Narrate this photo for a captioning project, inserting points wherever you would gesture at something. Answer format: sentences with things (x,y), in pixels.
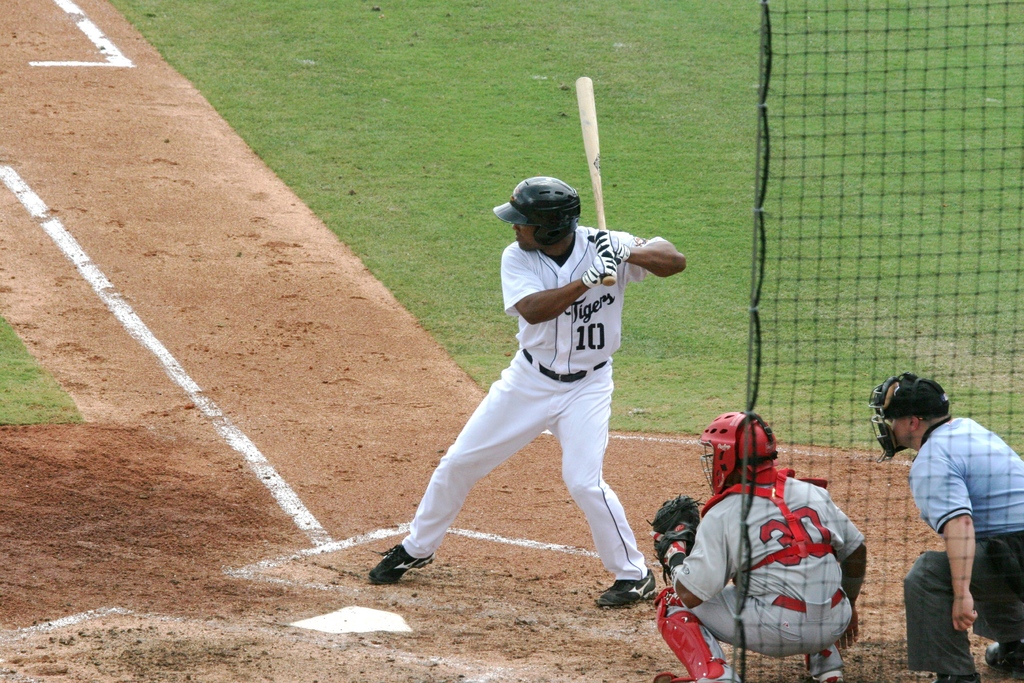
In the picture we can see a man (595,425) standing and playing a baseball holding a baseball bat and wearing a white sportswear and helmet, besides him we can see some person (809,560) sitting on the knee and wearing gloves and helmet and in the background (983,163) we can see the grass mat (933,237) on the path (370,332).
